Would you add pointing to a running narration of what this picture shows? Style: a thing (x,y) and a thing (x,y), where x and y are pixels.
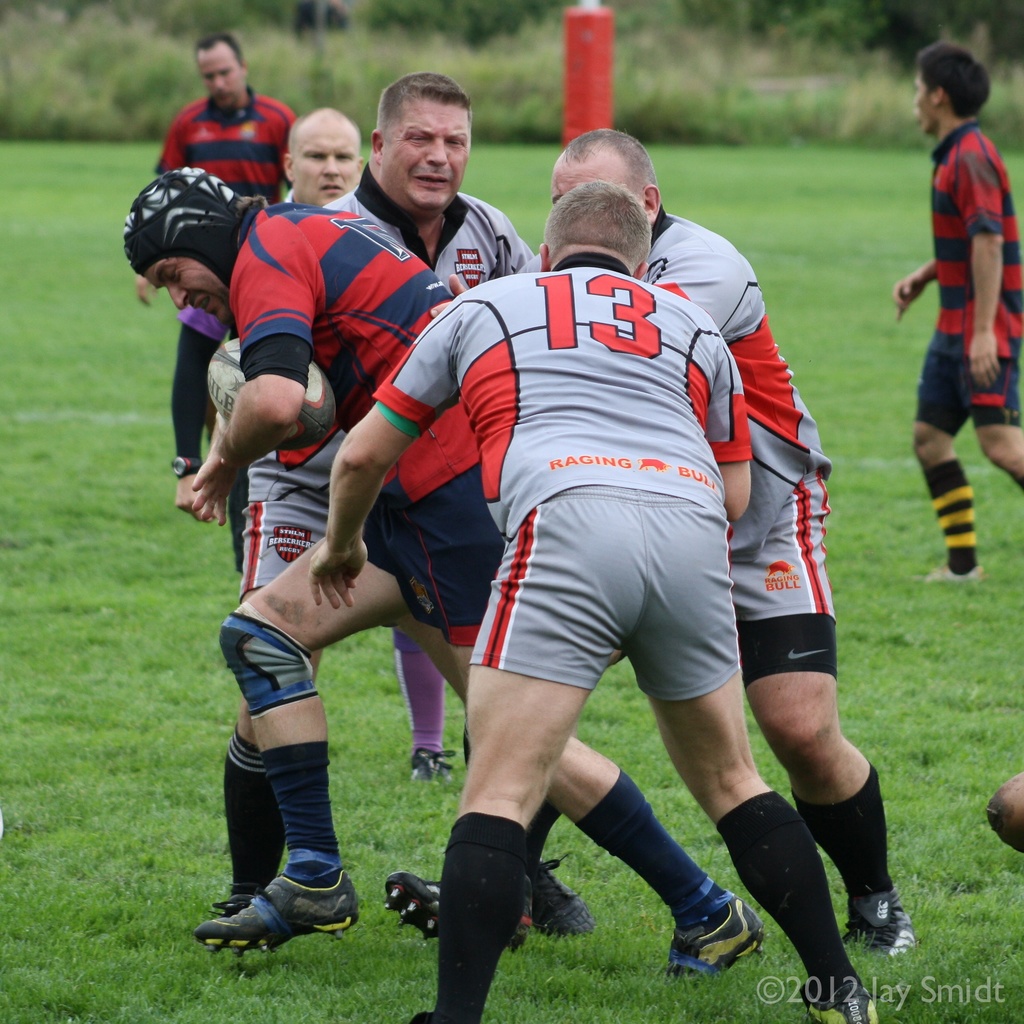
This picture is taken in the field (268,1000), There are some people (284,294) playing a game, In the background (111,34) there are some green color trees (819,90).
